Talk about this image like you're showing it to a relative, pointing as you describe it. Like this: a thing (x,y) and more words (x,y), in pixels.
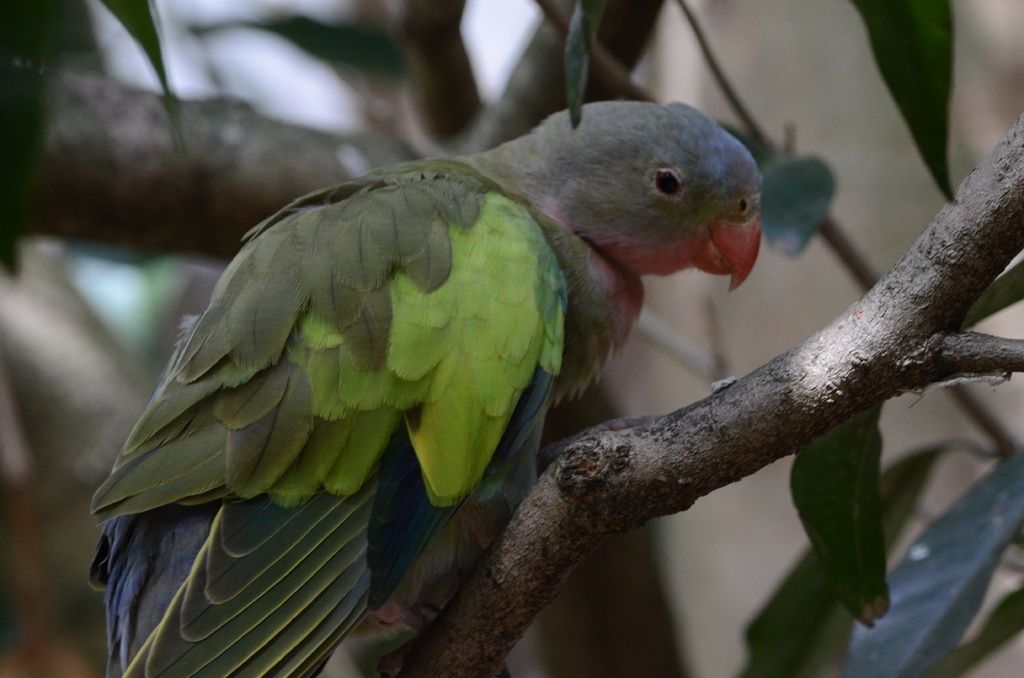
In this image I can see a parrot (407,330) which is green, orange and black in color on a tree branch (636,464). I can see the blurry background (532,88).
